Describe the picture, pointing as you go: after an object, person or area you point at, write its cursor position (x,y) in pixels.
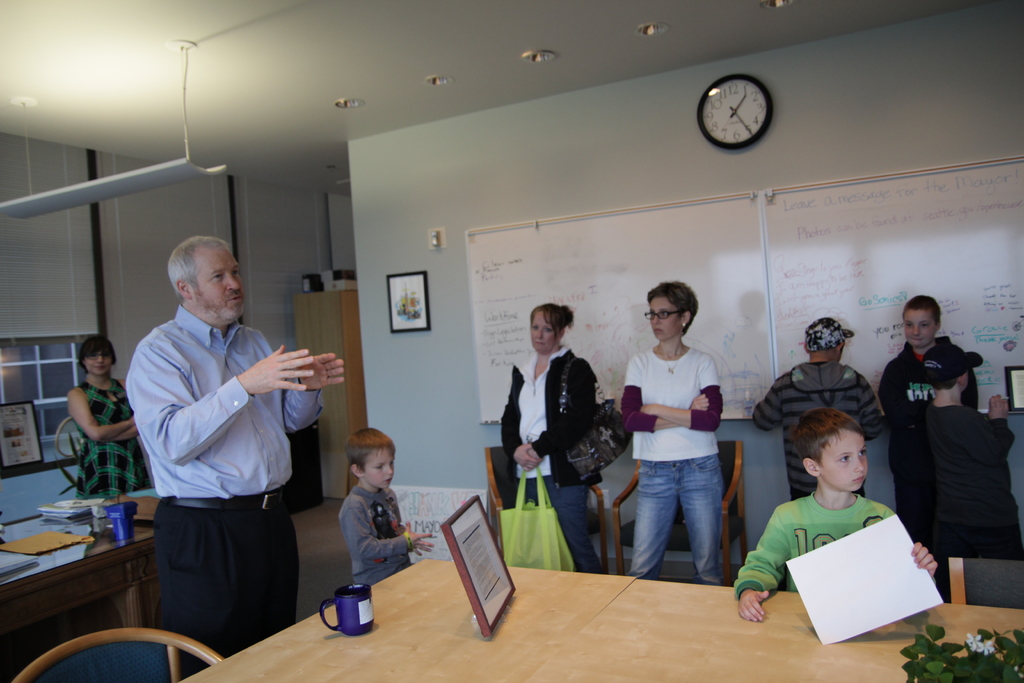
In this image i can see few persons (264,430) standing there is a frame (463,577), a glass (343,611), a tree (929,643) on a table (695,649) at the back ground (693,278) i can see a board (690,251), a clock (712,106), a frame (394,298) to a wall (396,209).
